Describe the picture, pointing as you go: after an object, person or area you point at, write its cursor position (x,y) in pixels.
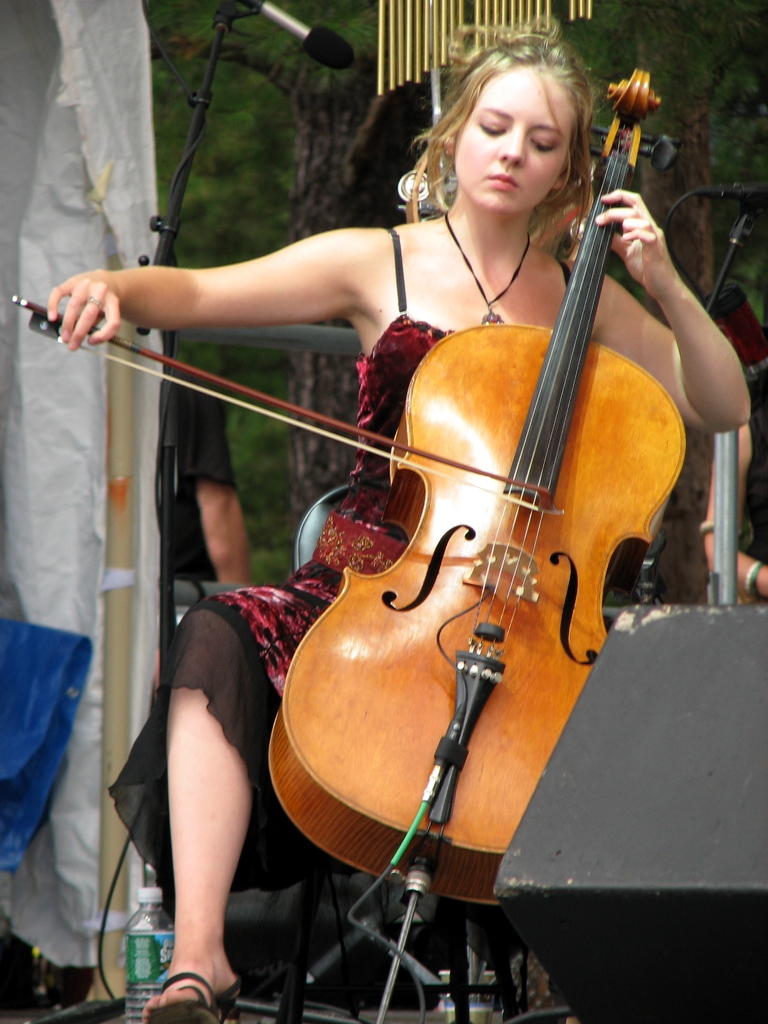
The women (377,492) wearing red dress (377,532) is sitting in a chair (456,944) and playing cello (519,475) and there is a mic (296,25) behind her.
